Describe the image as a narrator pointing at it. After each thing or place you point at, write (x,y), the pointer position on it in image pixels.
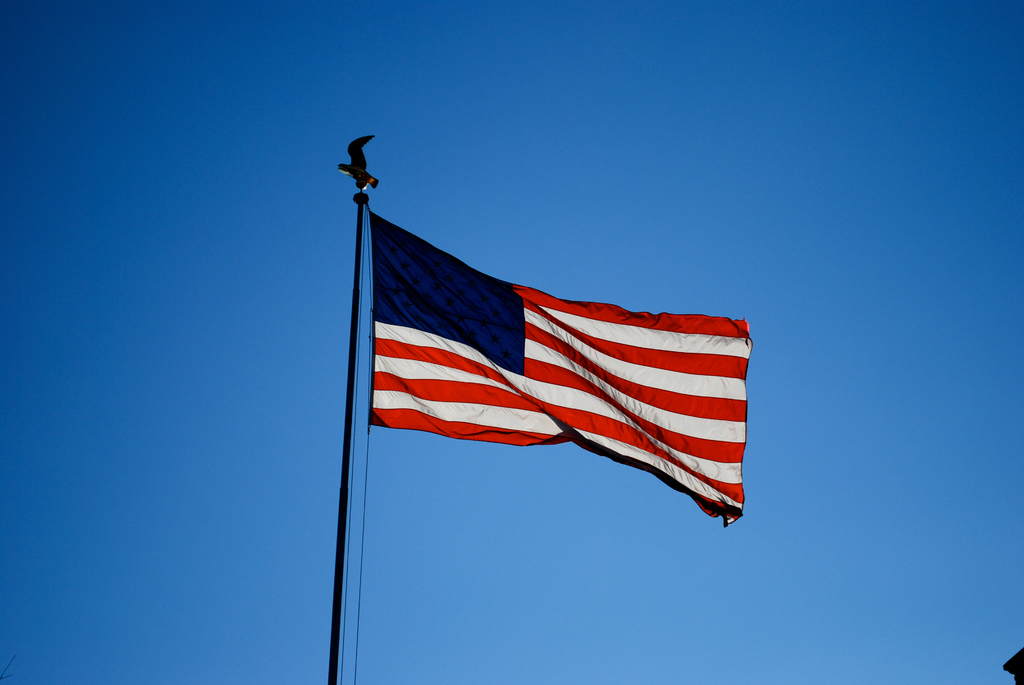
In this image we can see flag of united states (444,364) and at the background of the image (337,274) there is clear sky (323,488).
